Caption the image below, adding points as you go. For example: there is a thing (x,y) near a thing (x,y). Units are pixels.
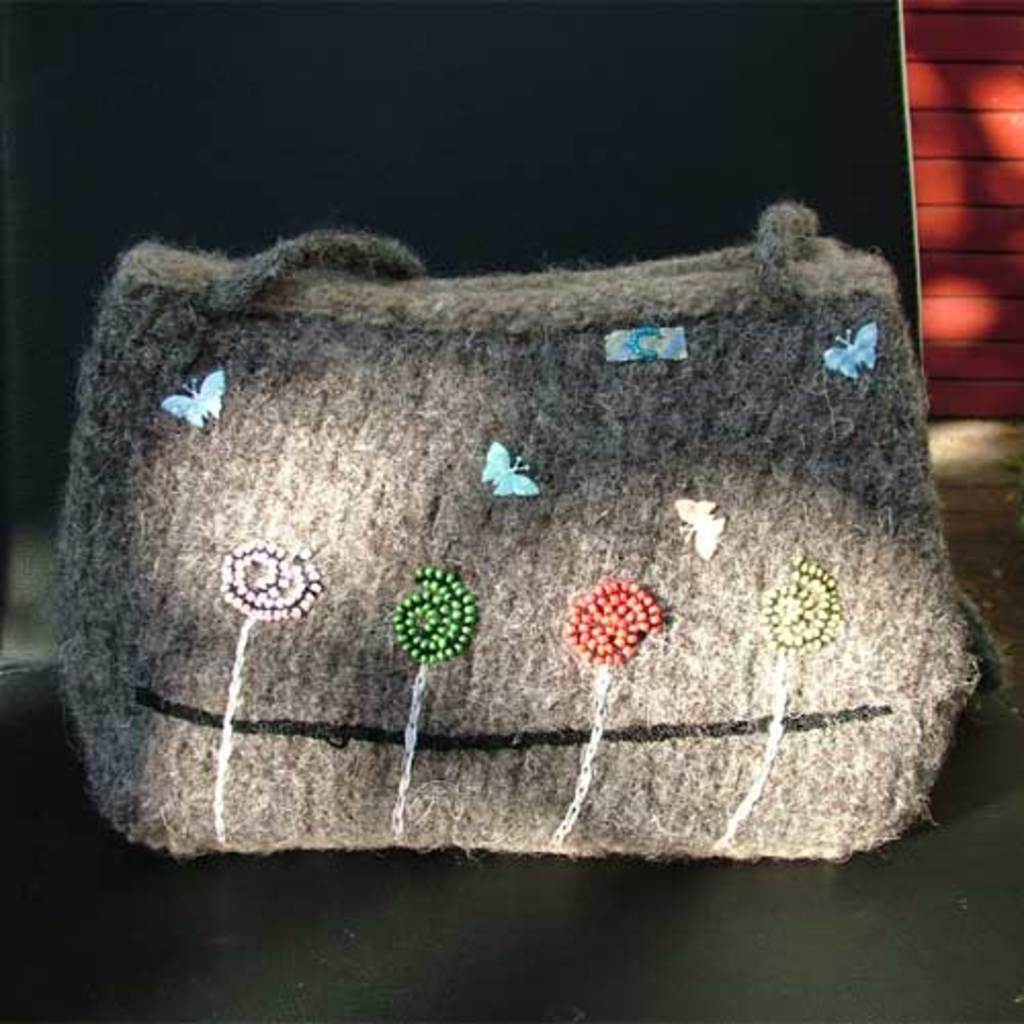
in the picture there is a bag (681,794) on the bag (418,646) there is a butterflies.
